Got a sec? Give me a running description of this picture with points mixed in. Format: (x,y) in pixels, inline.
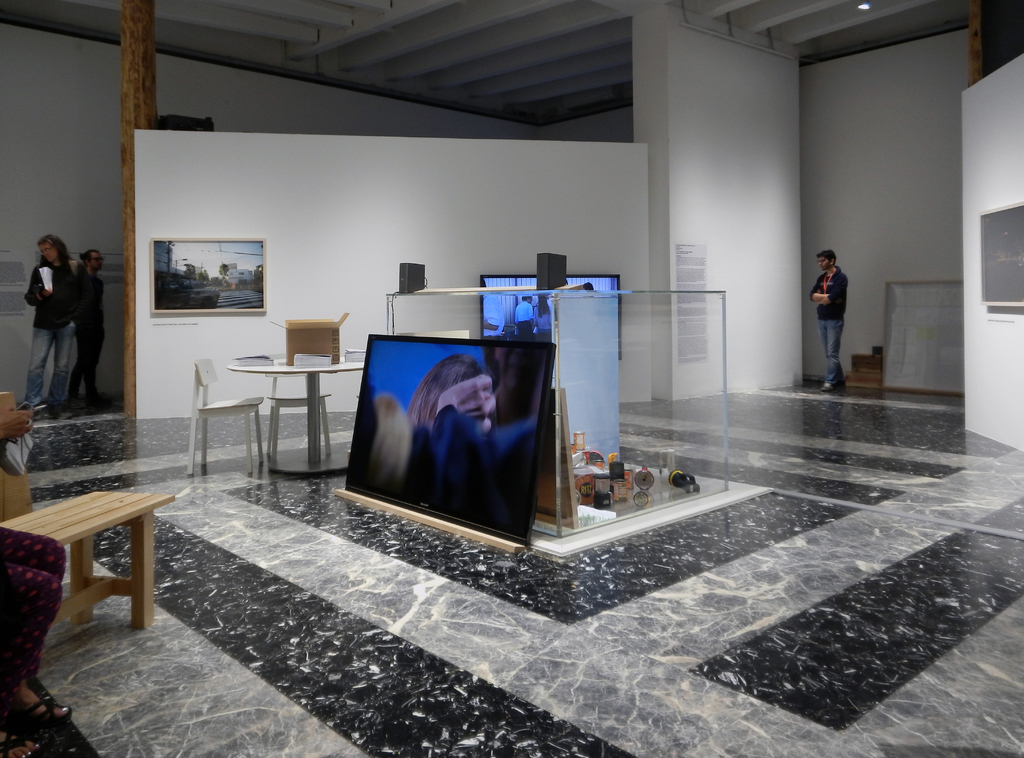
This image is clicked inside the room (219,331). There is a TV (537,463) kept on the floor (667,415). In the background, there is another TV (555,289). On the left (208,260), there is a frame (188,280). At the bottom (674,740), there is a floor (392,643). On the left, there is a person (52,580) sitting on a bench (119,507). On the right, there is a man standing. At the top (473,44), there is a roof (390,57).
